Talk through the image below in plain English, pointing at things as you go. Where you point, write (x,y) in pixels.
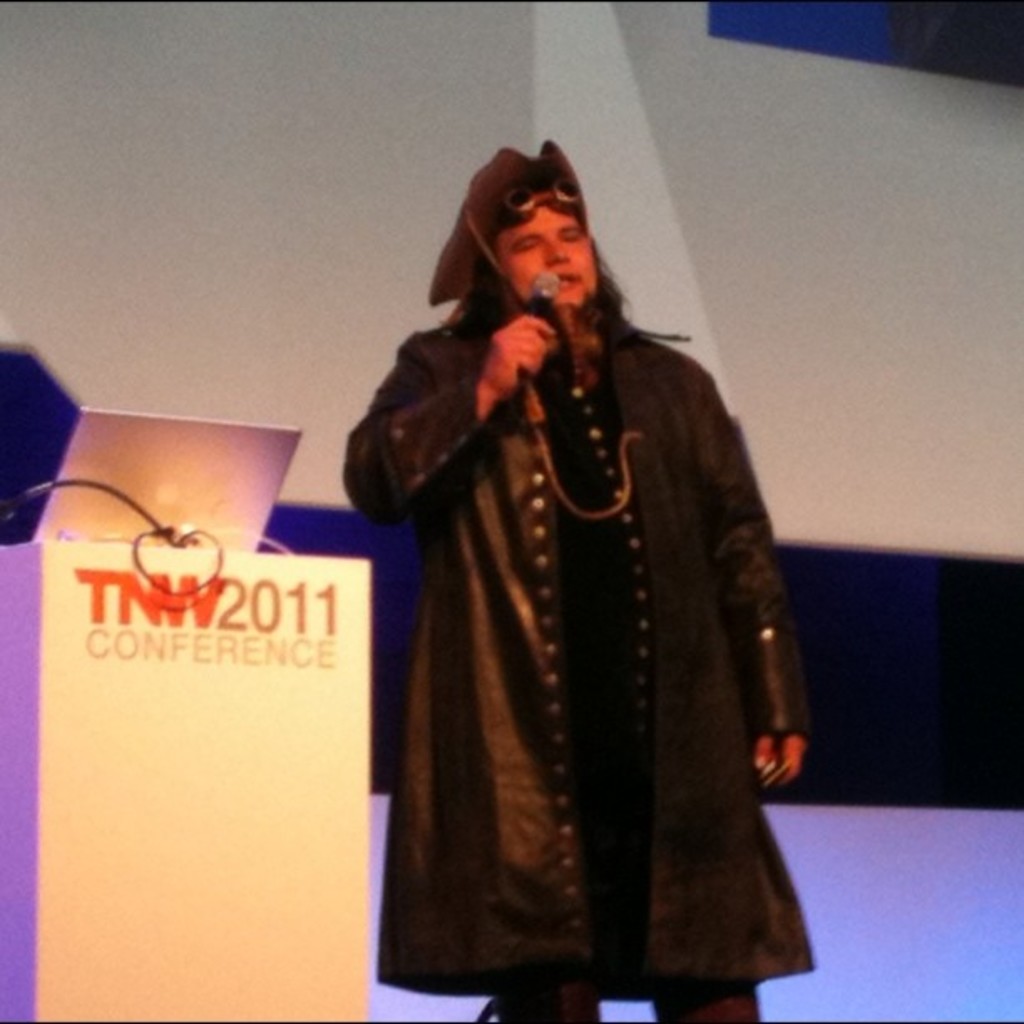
In this picture I can see there is a man (651,710) standing here and holding a microphone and he is wearing a brown coat (360,498) and in the backdrop (259,656) there is a podium (201,760), a laptop (148,490) and a screen (177,291) in the backdrop (357,247).
